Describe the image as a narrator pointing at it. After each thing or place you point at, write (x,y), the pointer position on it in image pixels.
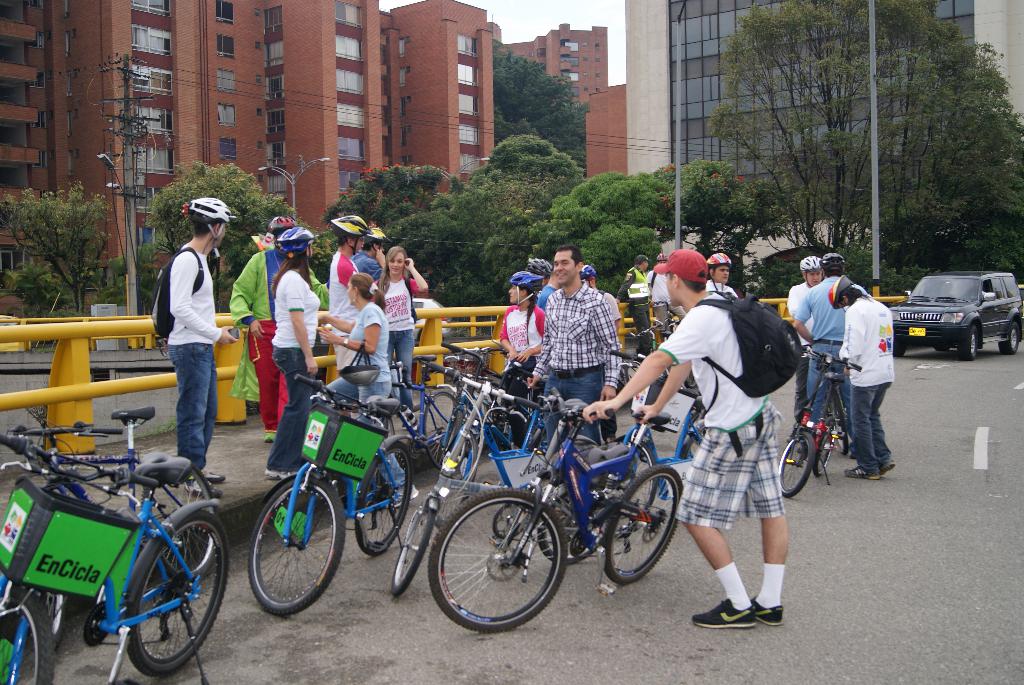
In this image I see number of people (248,286) in which most of them are wearing helmets (212,207) and I see cycles (442,429) over here and I see the road (688,670) and I see the yellow color rods (230,363) over here. In the background (83,311) I see the poles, a black car (903,321), trees (809,166), wires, buildings (471,7) and the sky (489,4).
